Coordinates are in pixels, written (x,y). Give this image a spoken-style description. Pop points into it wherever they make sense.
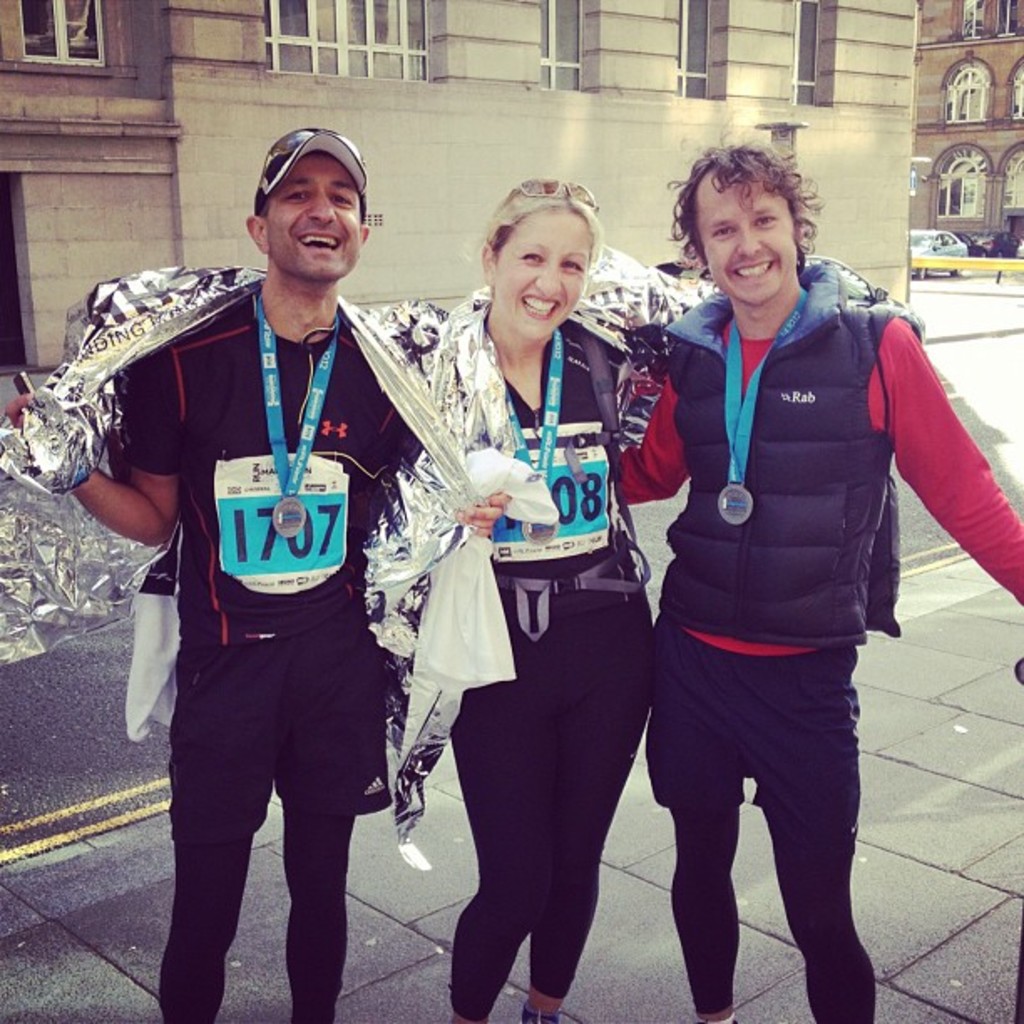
In this image we can see two buildings (884,131) and they are having many windows (951,182). There are few vehicles (951,250) at the right side of the image (958,253). There is a yellow color object (992,261) at the right side of the image (945,264). There are three persons (555,542) and they are wearing medals (734,510) in the image. There are badges (518,535) on the clothes (358,548) of two persons (435,543). A person (184,957) is holding an object (20,635) in his hand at the left side of the image (224,569).
